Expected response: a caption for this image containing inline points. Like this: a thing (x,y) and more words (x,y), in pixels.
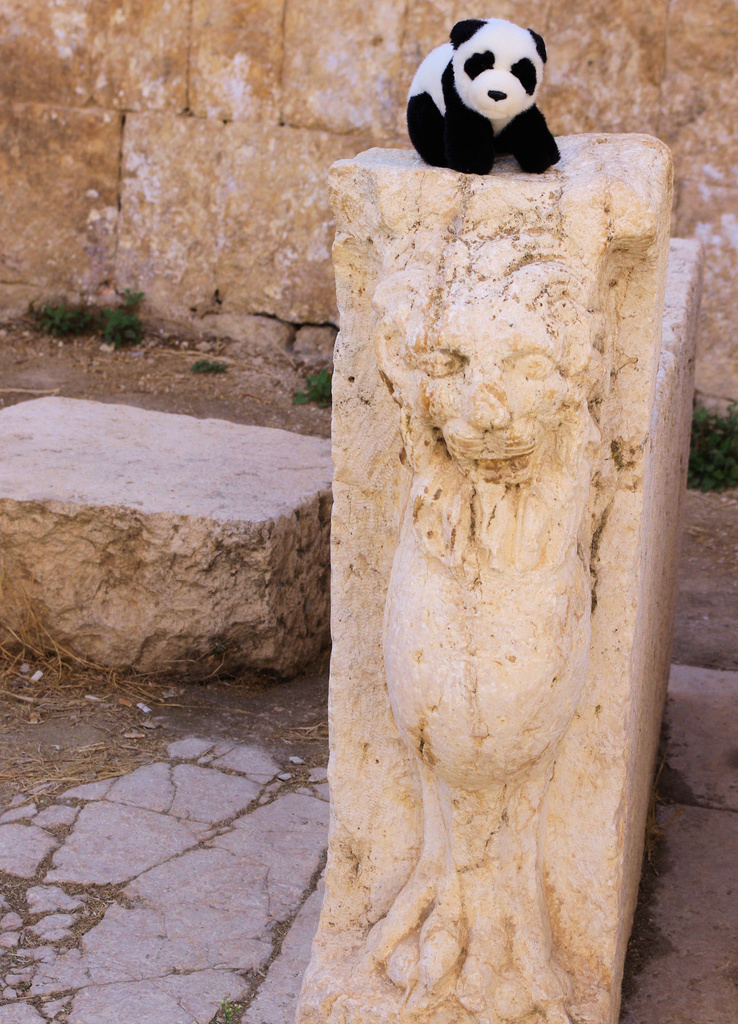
In the image in the center (286,481), we can see stones (403,801) and one sculpture (426,639). On the stone (502,296), we can see one doll (499,149), which is in black and white color. In the background (286,57) there is a wall (225,55) and grass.
